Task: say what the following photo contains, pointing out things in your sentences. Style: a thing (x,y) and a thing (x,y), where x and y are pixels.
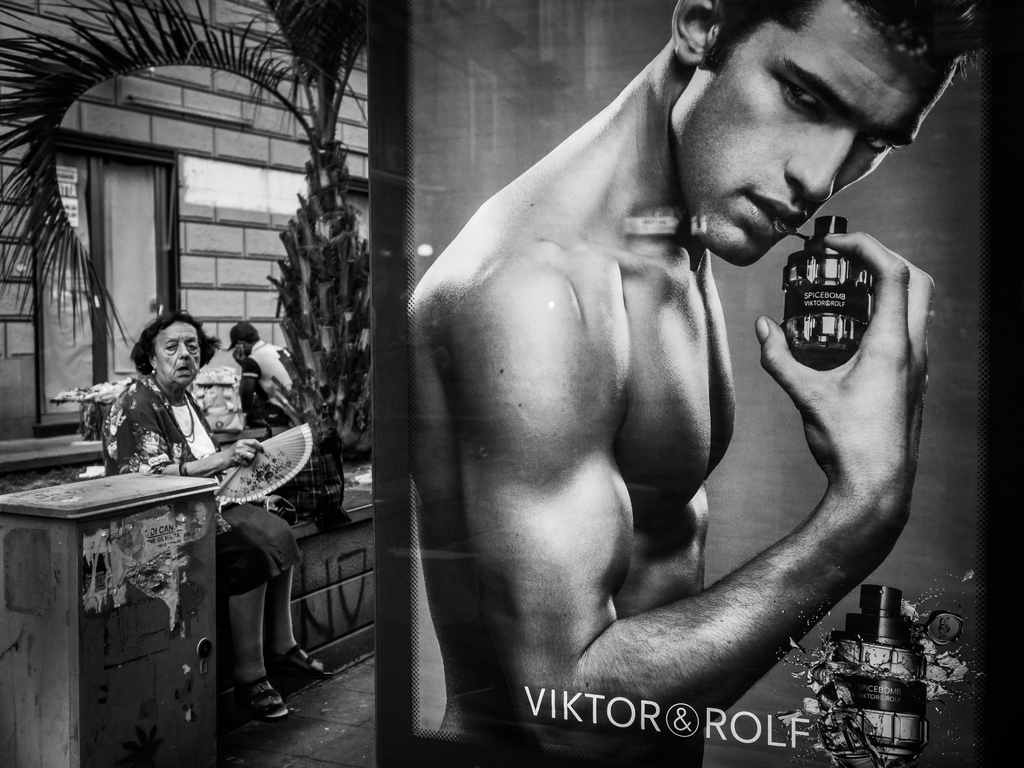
In this image there are two persons (199,460) on the left side of this image (159,453) and there is a building (144,255) in the background (148,234) and there is a tree (291,280) in middle of this image (357,303), and there is one person's picture (622,433) on the right side of this image (695,340), and there is some text (602,708) written in the bottom of this image (710,718).
